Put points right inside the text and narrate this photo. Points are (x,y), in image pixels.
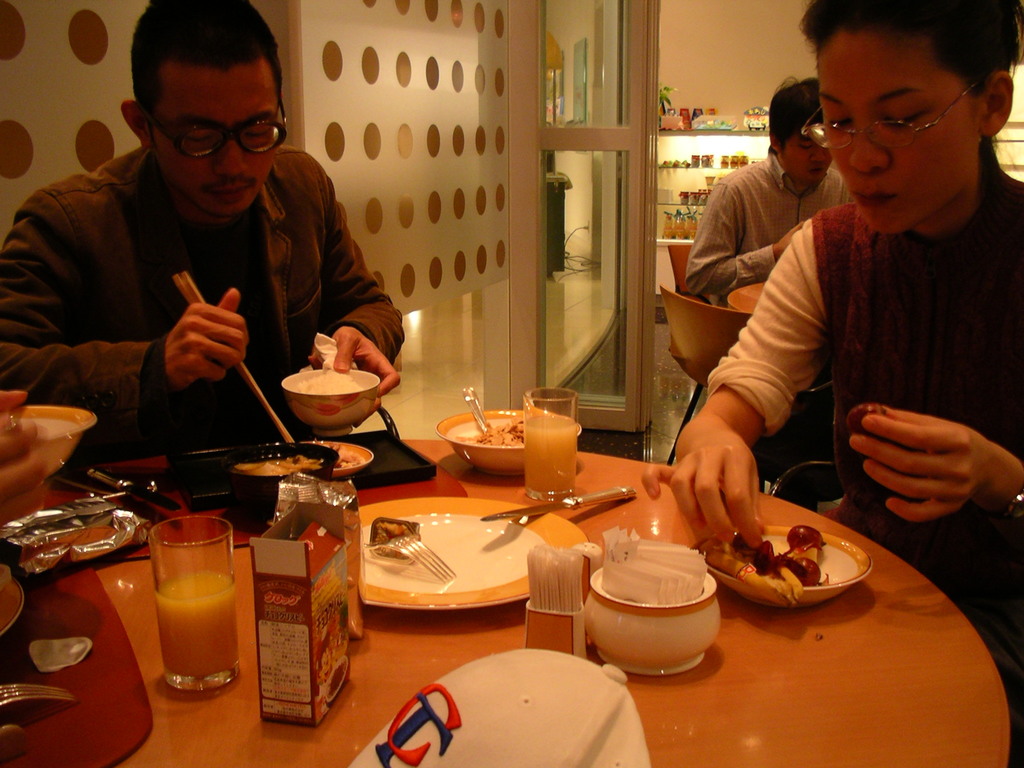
In this image I can see few persons (958,537) are sitting on the chairs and having the food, at the bottom (319,654) there are food items (333,617), plates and other things (276,609) on this dining table (410,630). In the background (387,149) there is the glass wall (488,264).
